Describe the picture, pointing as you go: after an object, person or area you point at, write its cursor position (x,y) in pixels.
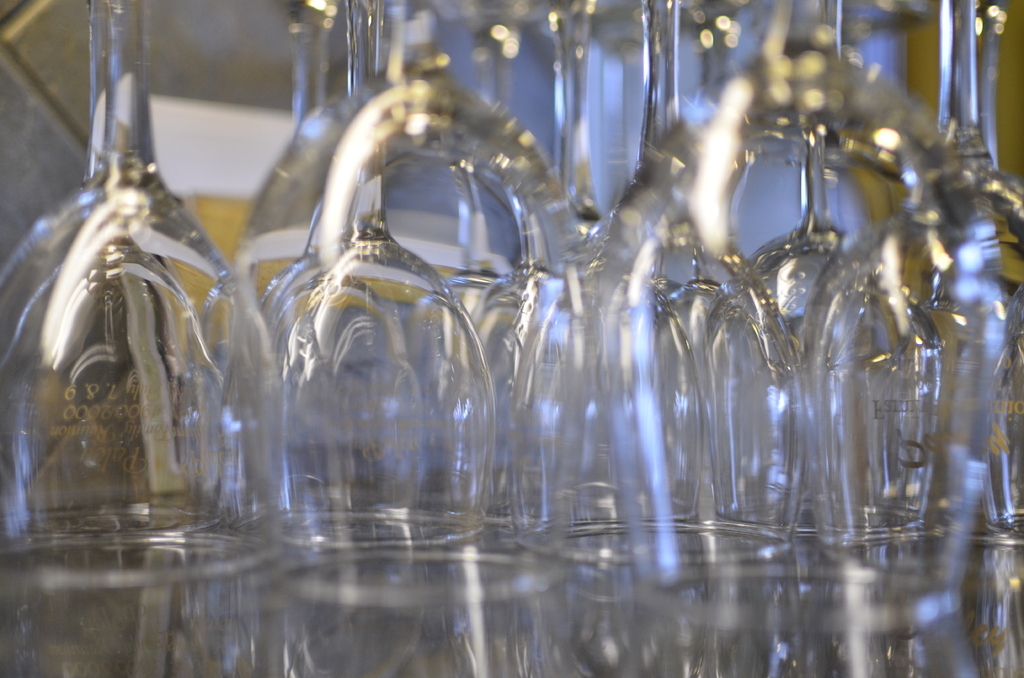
In this image I can see there are few wine glasses (357,412) arranged.
